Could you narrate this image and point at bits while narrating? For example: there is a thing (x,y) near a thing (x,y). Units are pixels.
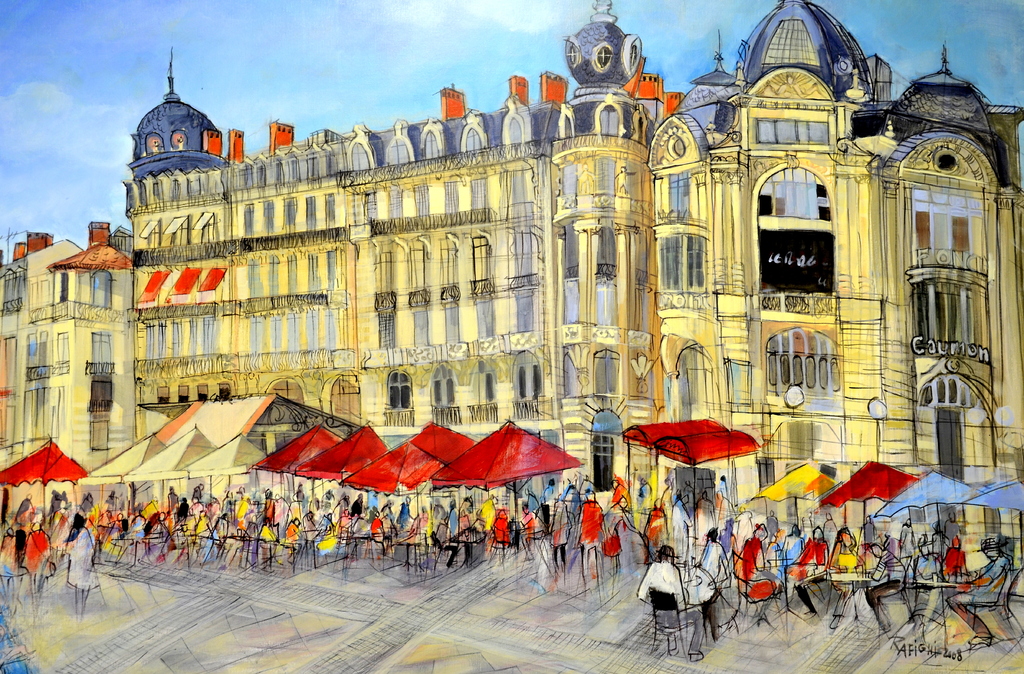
As we can see in the image there is painting (156,293) of buildings (417,290), windows (414,267), umbrellas (544,463), many people (306,504), chairs (672,601), tables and at the top (139,19) there is sky (336,95).
